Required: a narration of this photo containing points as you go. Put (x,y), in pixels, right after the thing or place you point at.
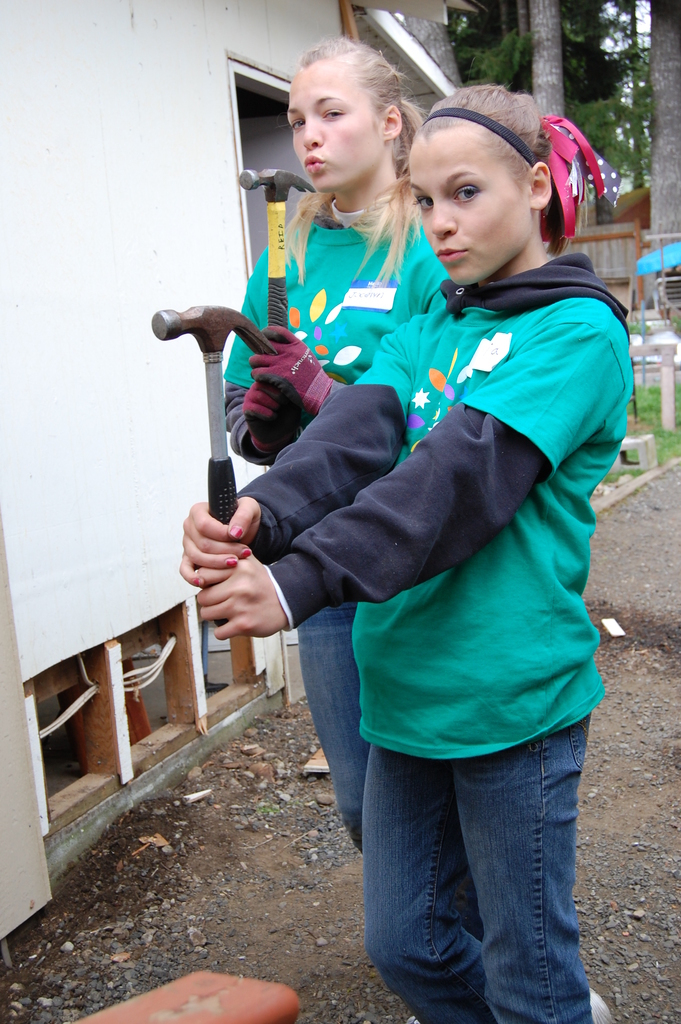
In this picture we can see two women (393,749) standing on the ground (134,966) and holding hammers (276,278) with their hands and in the background (457,29) we can see trees (488,17), house (86,88).
